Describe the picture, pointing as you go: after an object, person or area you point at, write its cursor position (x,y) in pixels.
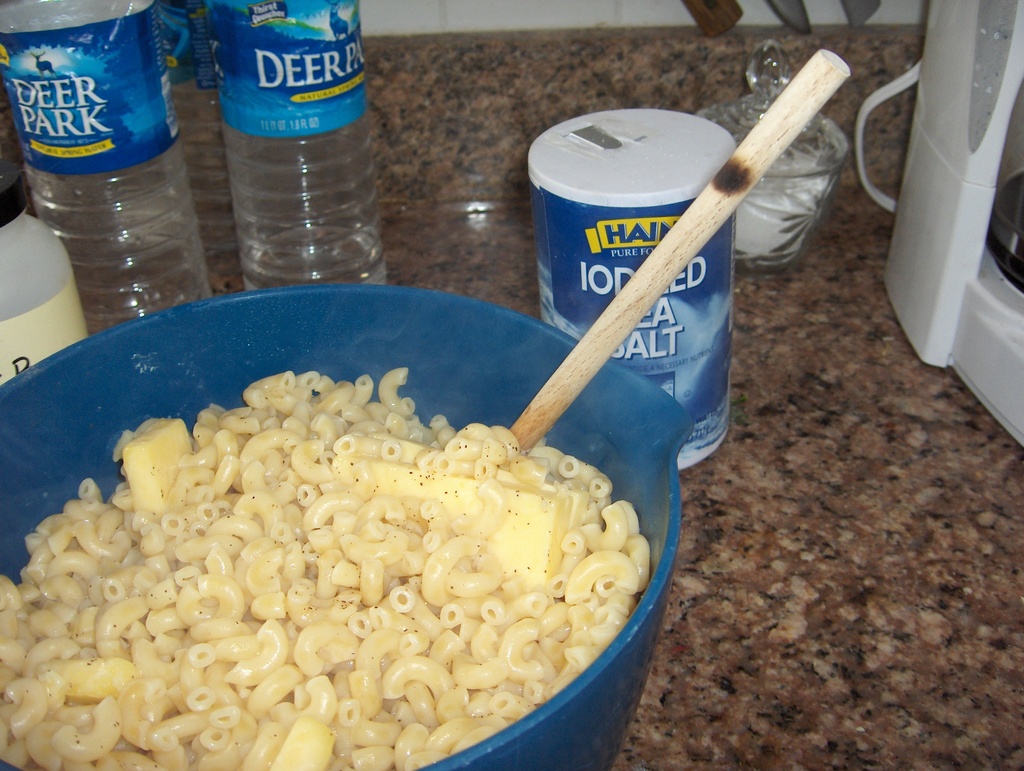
There is a food (468,608) in the bowl (420,366) on the table (805,560). There is a bottle (372,232) and a tin (631,266) here.
